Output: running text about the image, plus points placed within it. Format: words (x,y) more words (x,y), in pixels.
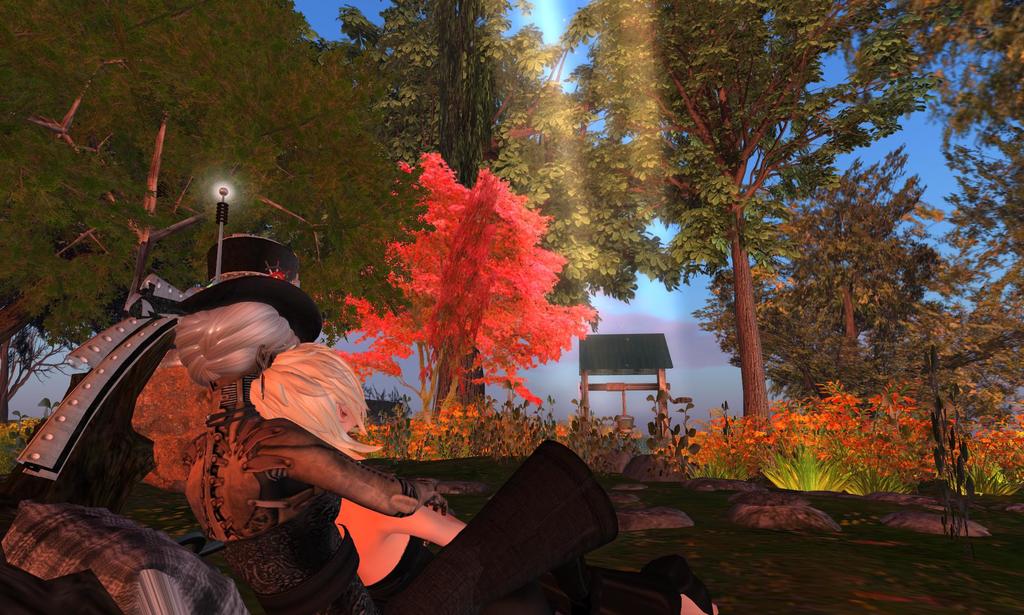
This is an animated image, where there are two persons (399,486), trees (526,388), plants (614,436), a bucket (626,418) with a rope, and in the background (711,400) there is sky (723,392).
